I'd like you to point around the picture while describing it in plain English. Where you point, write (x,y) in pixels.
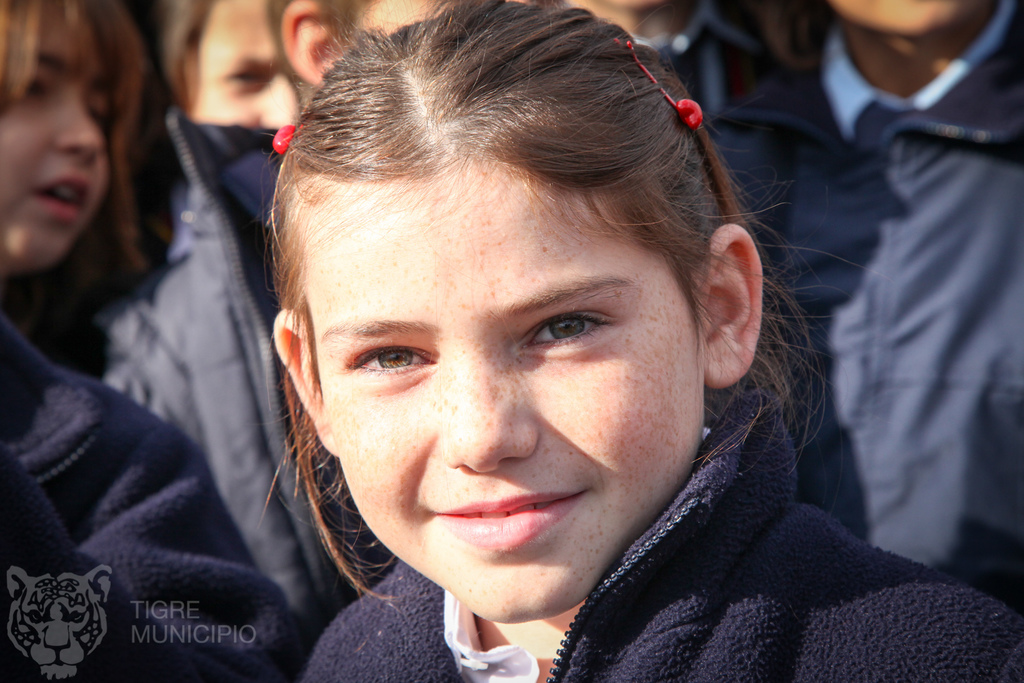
In the image there is a girl (531,299) standing in the front (540,299) with a black sweatshirt (813,579) and in the back (116,417) there are many girls (162,263) standing.
